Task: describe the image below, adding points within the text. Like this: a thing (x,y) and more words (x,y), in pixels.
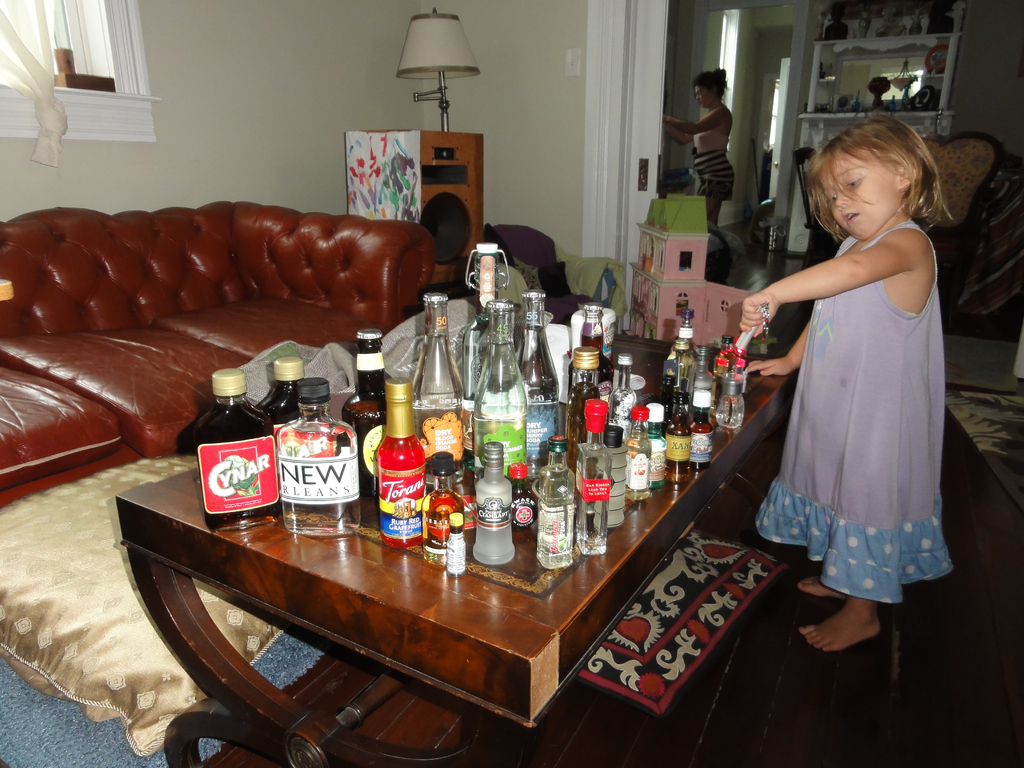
The picture consists of a small girl (887,313) in front of a table (372,611) on which there are many glass bottles (590,426) on it, in front there is a sofa (181,299), it seems to be a living room (465,121). On the corner of the room (444,178) there is a speaker (451,183) with a lamp (446,91) on it, in the background (711,179) there is a woman (701,128).
